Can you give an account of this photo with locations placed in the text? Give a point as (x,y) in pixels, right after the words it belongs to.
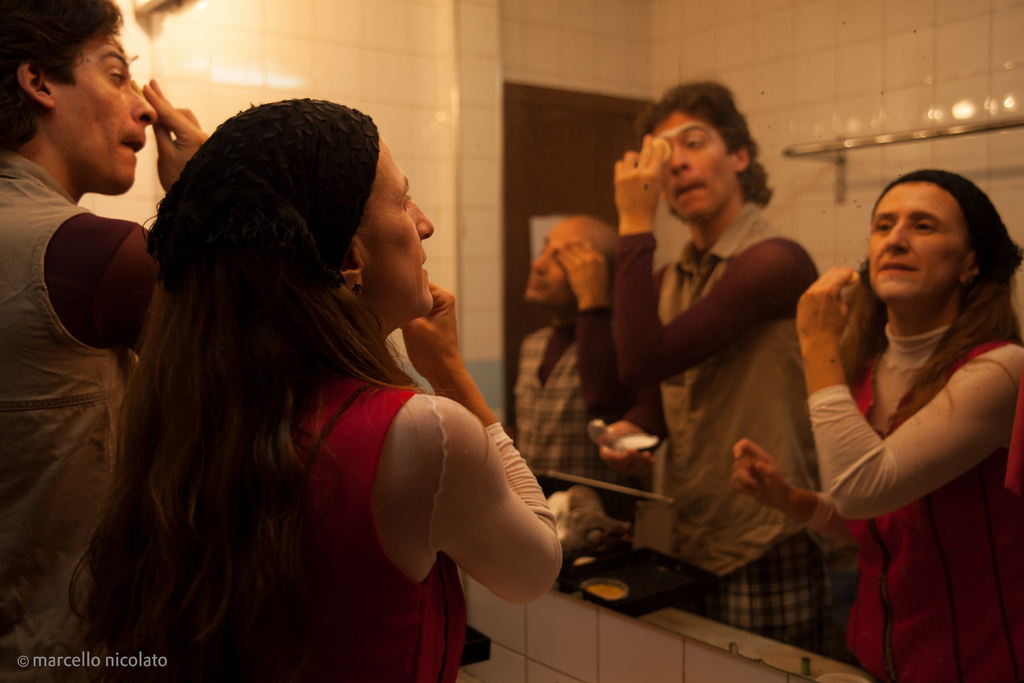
In this image in the front (160,347) there are persons (159,337) standing in front of the mirror (624,311) and on the mirror (829,371) there are reflections (653,346) of the persons (618,326) and there is a reflection (939,137) of a grab bar (914,135) and there is a door (568,141) which is reflecting on the mirror (568,154).
